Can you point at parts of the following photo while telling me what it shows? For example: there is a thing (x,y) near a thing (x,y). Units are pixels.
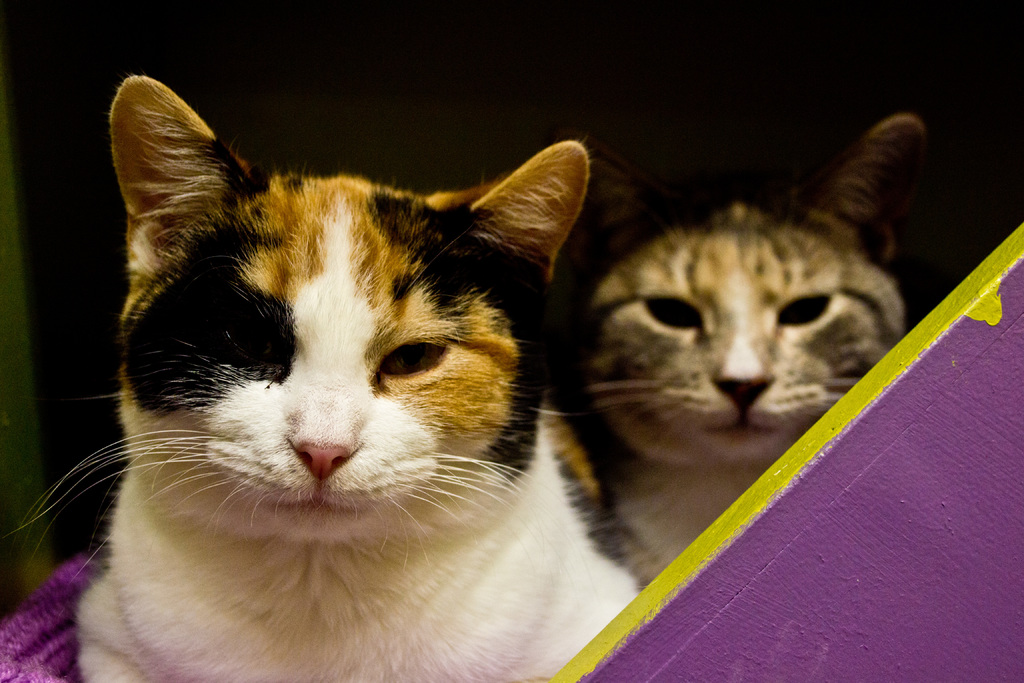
In this image we can see there are cats (620,338) and there is the wall (802,557). At the left side (50,615) the object (47,627) looks like a cloth (56,635) and there is the dark background (808,44).
